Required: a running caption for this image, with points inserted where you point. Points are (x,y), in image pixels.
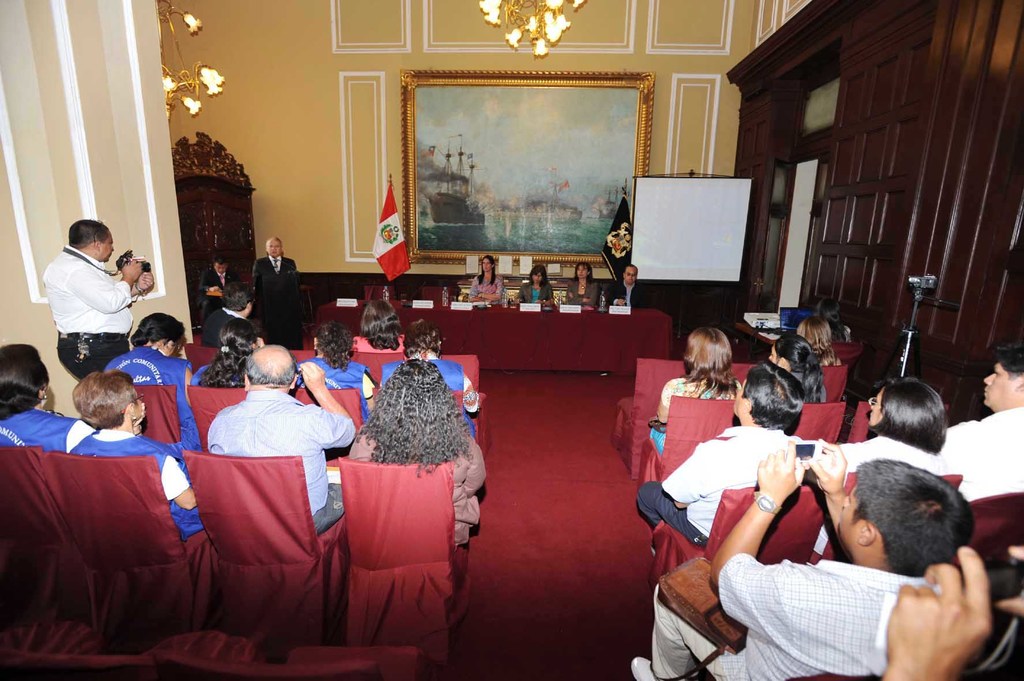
In this image in the center (428,429) there are group of persons (305,432) sitting on a chair (484,431) and there are persons (132,291) on the left side (74,285) standing. In the background (436,218) there is a frame (520,148) on the wall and there are flags (386,214), there is a white board (704,223). On the right side (896,221) there are cupboards (875,200) and in the front (92,640) there are empty chairs (234,659). On the right side (832,595) there is a man (830,629) sitting and holding a mobile phone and clicking a photo. On the left side (92,286) there is a man (89,279) standing and holding a camera (143,268) and on the top (181,76) there are chandeliers (498,9) hanging.
